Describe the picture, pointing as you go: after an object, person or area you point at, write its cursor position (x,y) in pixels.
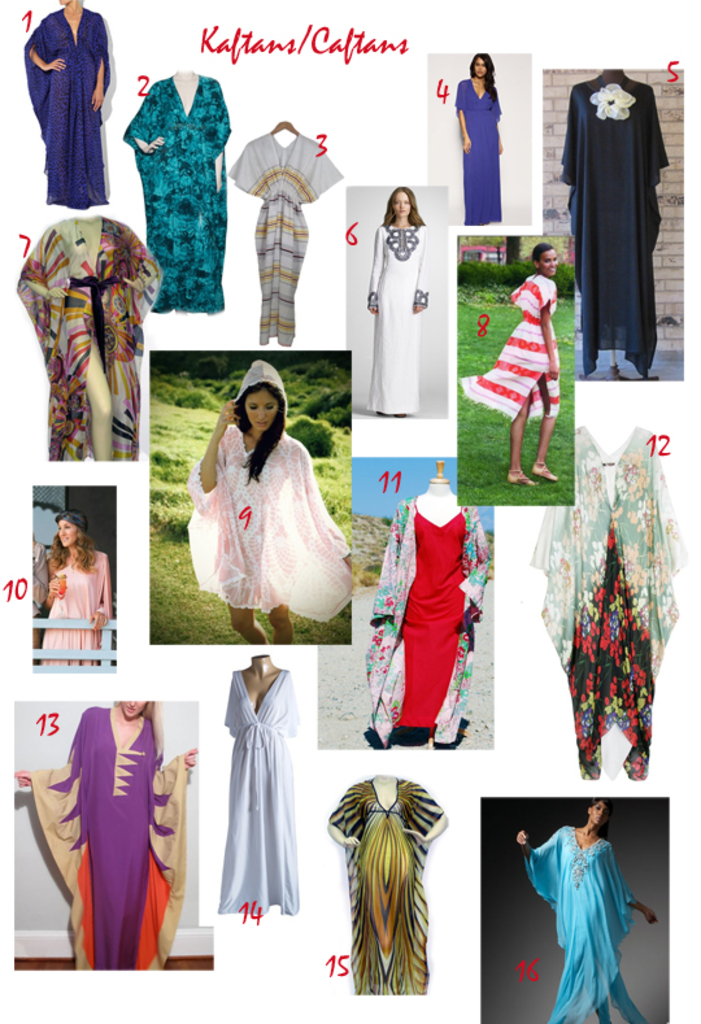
In this image we can see different types of costumes (597,155) for a woman (601,824), which are labelled with numbers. Here we can see some text (229,50).
